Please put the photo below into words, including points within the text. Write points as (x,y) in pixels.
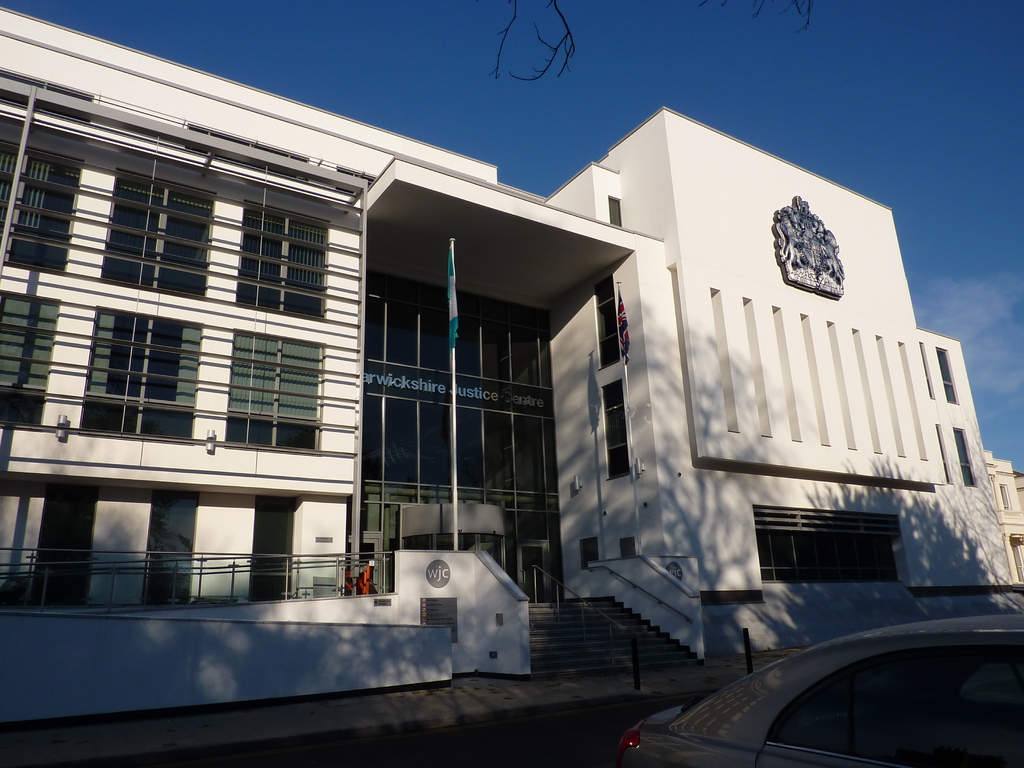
In this picture we can see a vehicle (739,697) on the path (611,762) and behind the vehicle (630,766) there are buildings (392,244) and a sky (924,131).
